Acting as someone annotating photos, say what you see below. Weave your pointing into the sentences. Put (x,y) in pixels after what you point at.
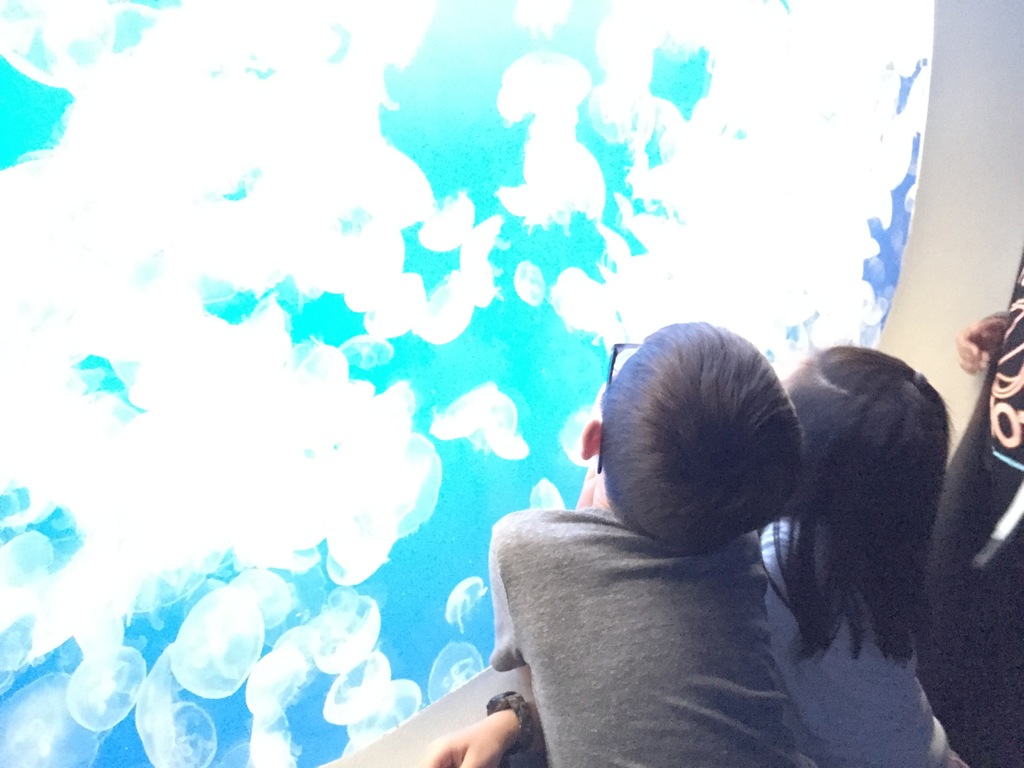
In this image we can see one boy (655,627) and one girl (836,616) is standing and watching inside the aquarium (460,344).
